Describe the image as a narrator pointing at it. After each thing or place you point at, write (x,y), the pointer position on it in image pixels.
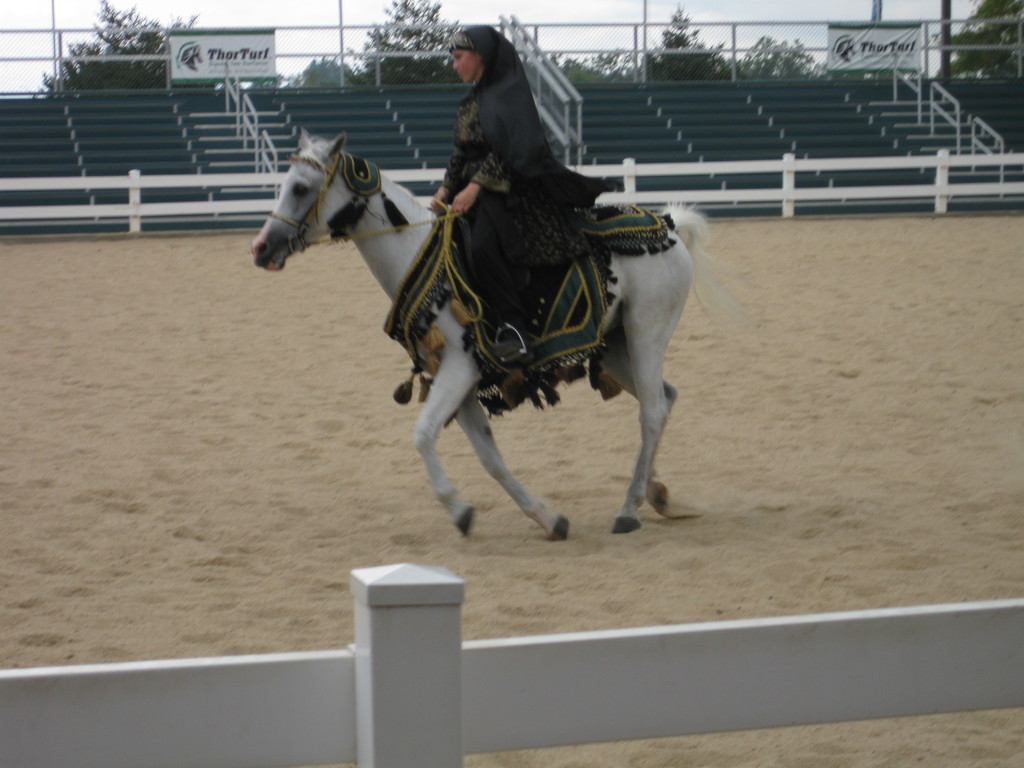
In this image a woman (508,270) wearing a black color skirt (520,257) she is riding on horse (414,257). And back side there is a fence (142,186) and there are some staircases (108,119) visible and there is a hoarding board (197,48) and there is some text (232,67) written on that board (224,49). and there is a sky (221,5) and tree (115,33) visible in the background (117,23).
